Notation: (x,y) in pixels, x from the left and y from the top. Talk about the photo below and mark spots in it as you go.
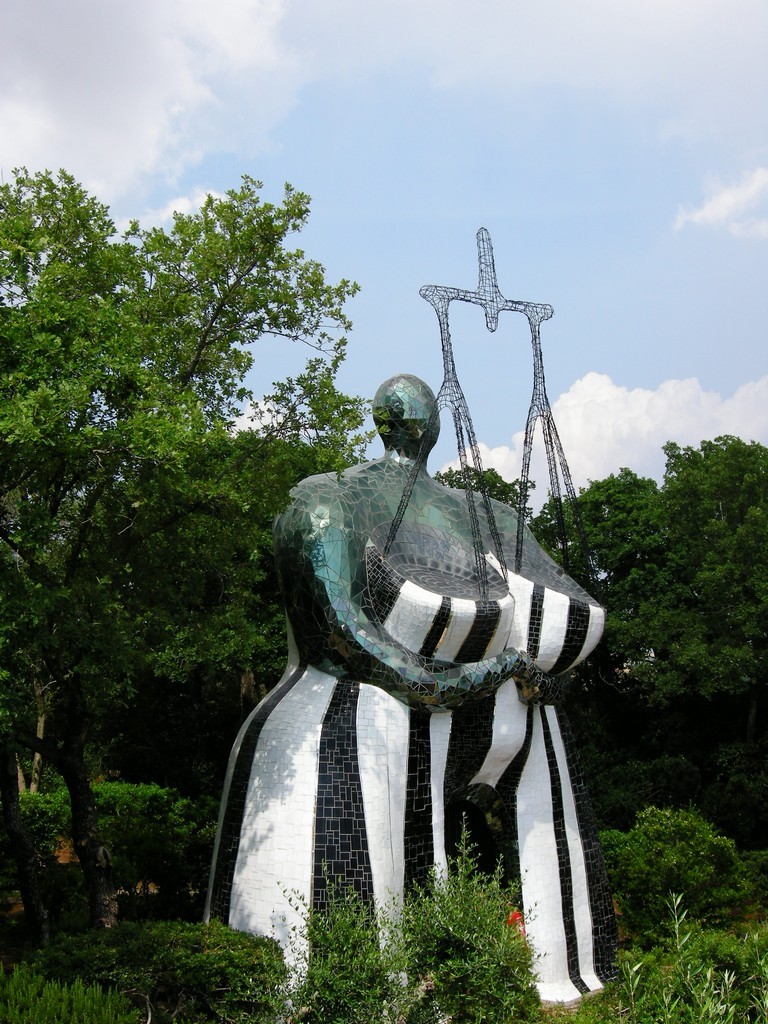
In this picture I can see a statue (454,712) and few trees (106,244) and I can see plants (500,925) and a blue cloudy sky (512,206).
